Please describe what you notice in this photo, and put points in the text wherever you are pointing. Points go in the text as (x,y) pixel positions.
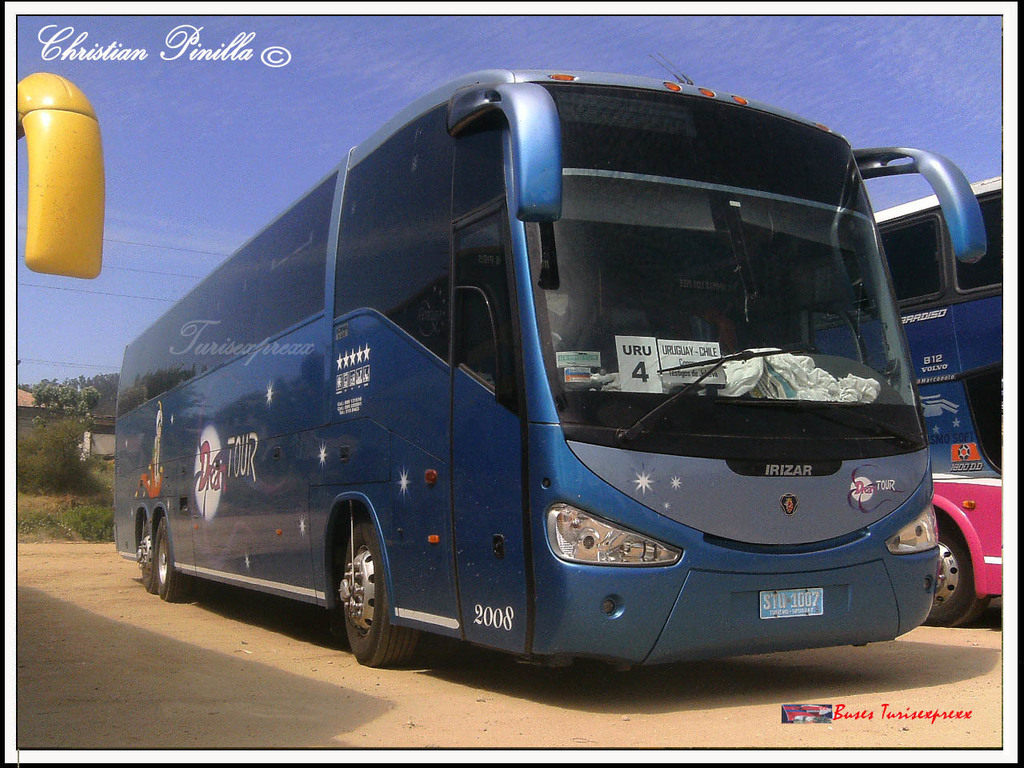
In the picture we can see a bus (214,575), which is blue in color parked on the path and beside the bus (246,340) we can see another bus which is pink in color and in the background (51,518), we can see some plants (66,526) to the path (68,559) and trees (108,383) and we can also see a sky (282,125) which is blue in color and it is a photograph.
